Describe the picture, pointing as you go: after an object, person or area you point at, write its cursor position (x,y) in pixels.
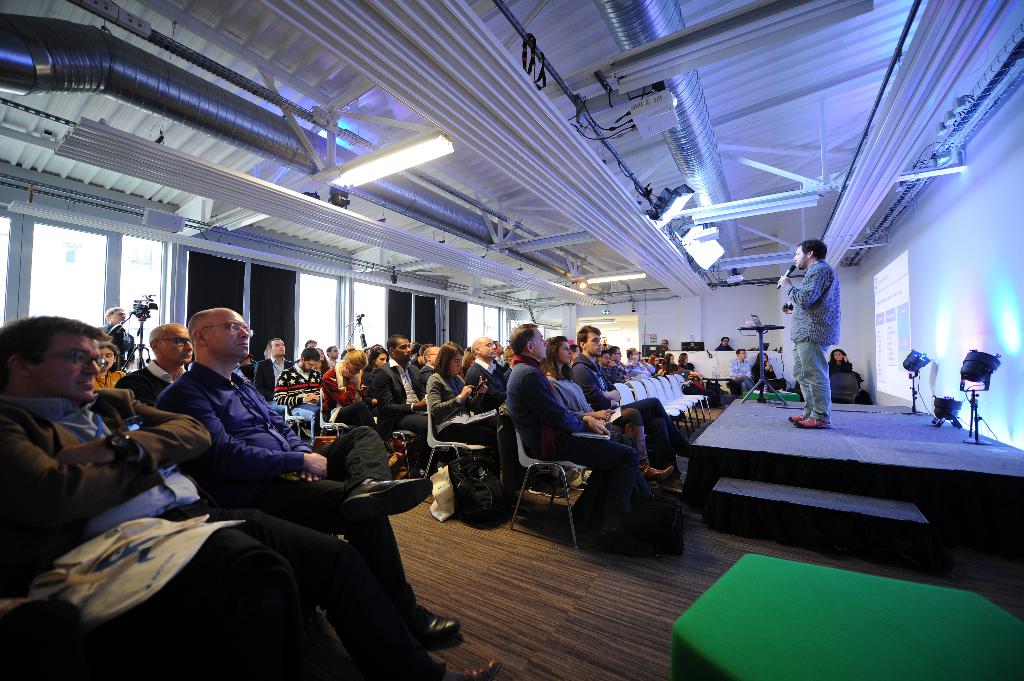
The picture is taken during a conference. On the left (56,486) there are people (81,390) sitting in chairs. On the right (761,366) there are lights (925,353), stage (835,419), desk (762,346), projector screen (907,292) and a person (795,311) talking into mic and there is a chair like object (819,621). In the center of the picture (540,415) there are chairs (672,402), people (562,426), bags (455,467) and other objects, at the top (746,206) there are lights (421,159), projector (636,112), cables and other objects (307,253). In the center of the background (209,294) there are cameras (138,304), windows (150,288), window blinds (393,293) and other objects (445,301).
